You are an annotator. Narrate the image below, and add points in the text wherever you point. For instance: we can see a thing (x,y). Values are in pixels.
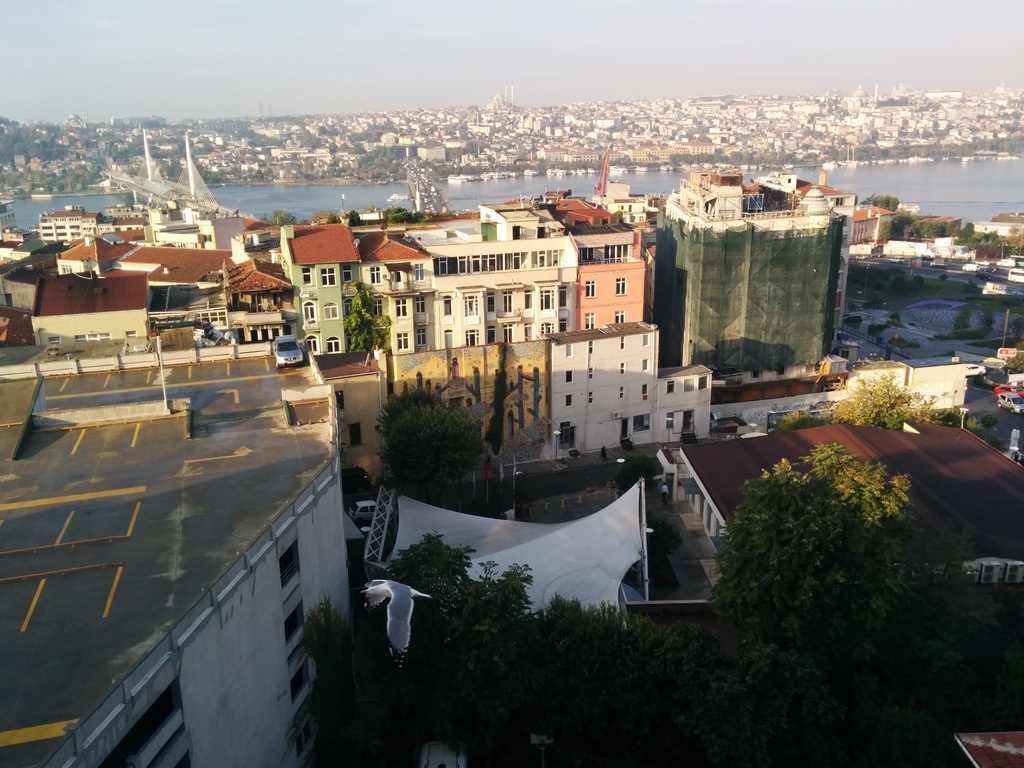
In this picture I can see buildings (285,619), trees (747,645), vehicles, poles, those are looking like bridges (437,194), there is water (291,194), and in the background (360,62) there is sky (403,21).
